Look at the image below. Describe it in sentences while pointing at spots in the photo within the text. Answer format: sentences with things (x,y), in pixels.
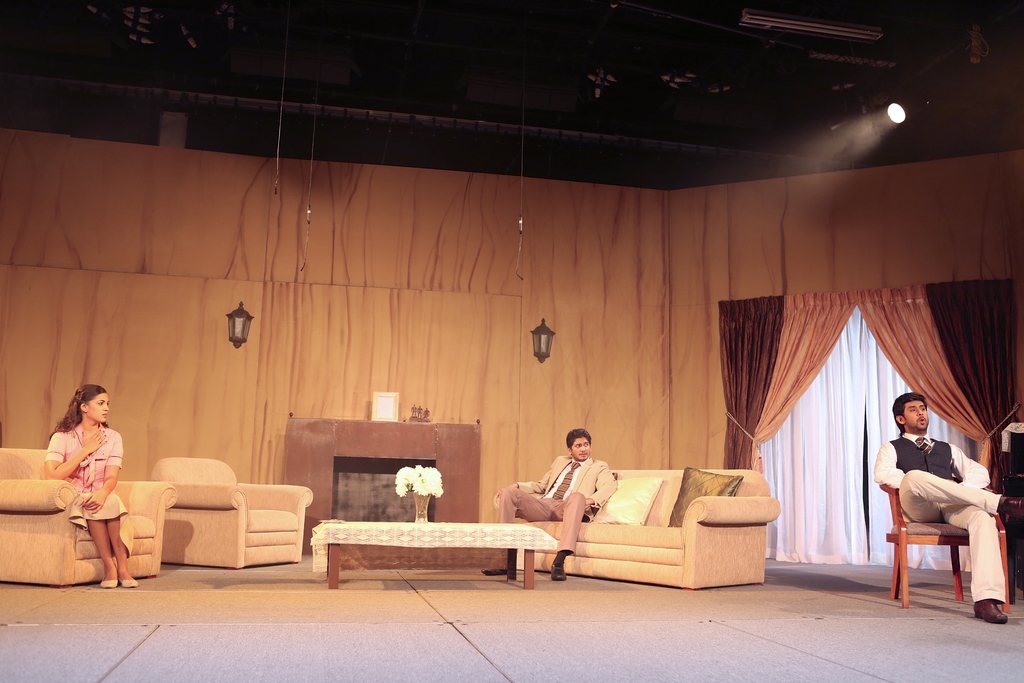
There are three people (918,501) in this image, at the right (918,466) end we can see a guy (915,493) sitting on a chair (907,516) and in the center (579,449) the guy (584,485) sitting on a couch (655,555) and in the left side (90,479) we can see a woman (107,481) sitting on a chair (146,482) and in the center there is a table (397,526) with flower vase (422,517) on it, this looks like they are acting in a play.
